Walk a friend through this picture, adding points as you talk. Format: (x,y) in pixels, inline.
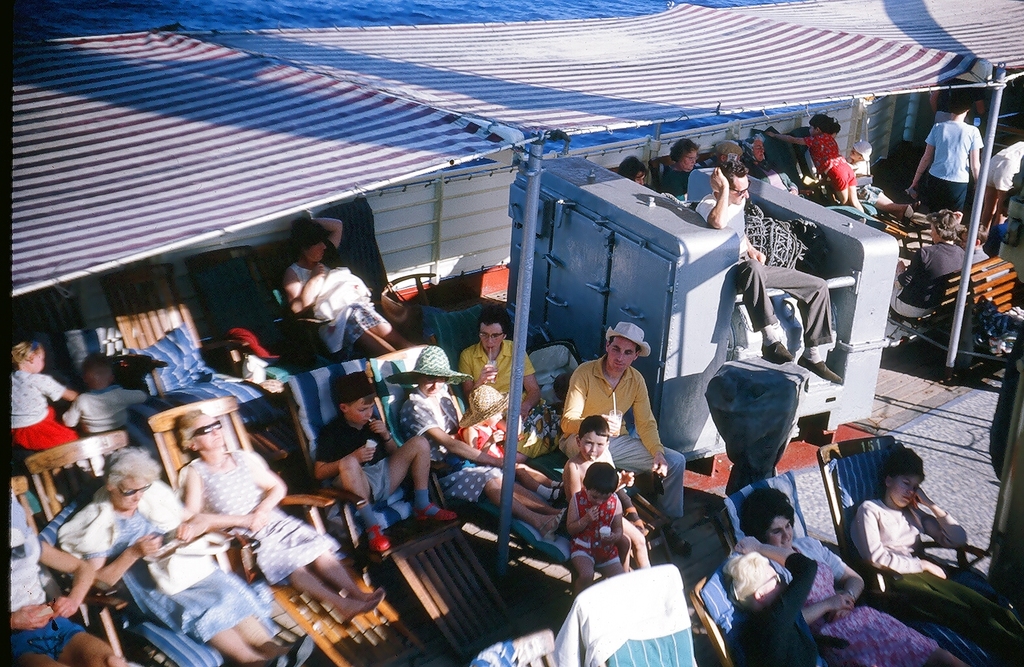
In this image I can see group of people (374,478) sitting. In front (631,404) the person (617,393) is wearing yellow and cream color dress (657,440) and holding some object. Background (506,80) I can see the tent (364,124) in white and maroon color and I can see few poles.
